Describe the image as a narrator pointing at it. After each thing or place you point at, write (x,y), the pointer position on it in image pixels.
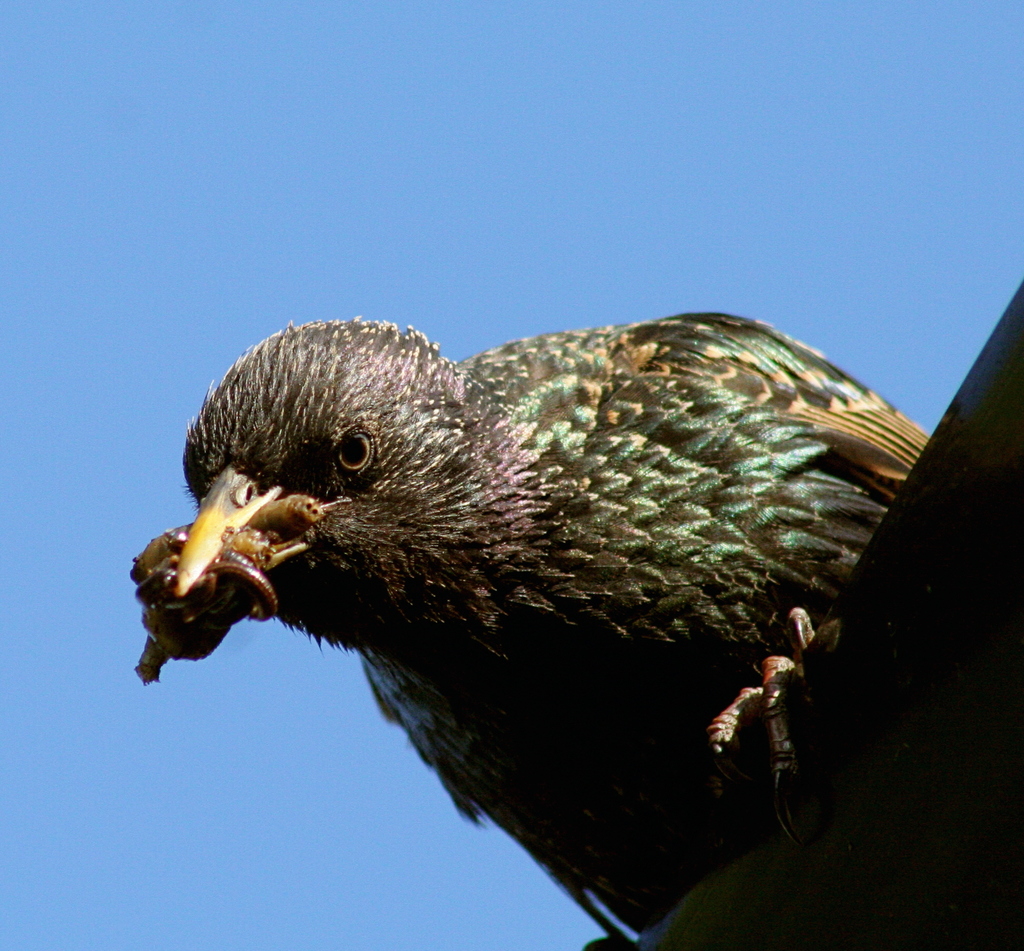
In the center of the picture (454,386) there is a bird (350,351), holding something (209,578) with its beak (199,567). The bird (778,788) is sitting on an object (834,690). In the background (129,588) it is sky (143,528).
